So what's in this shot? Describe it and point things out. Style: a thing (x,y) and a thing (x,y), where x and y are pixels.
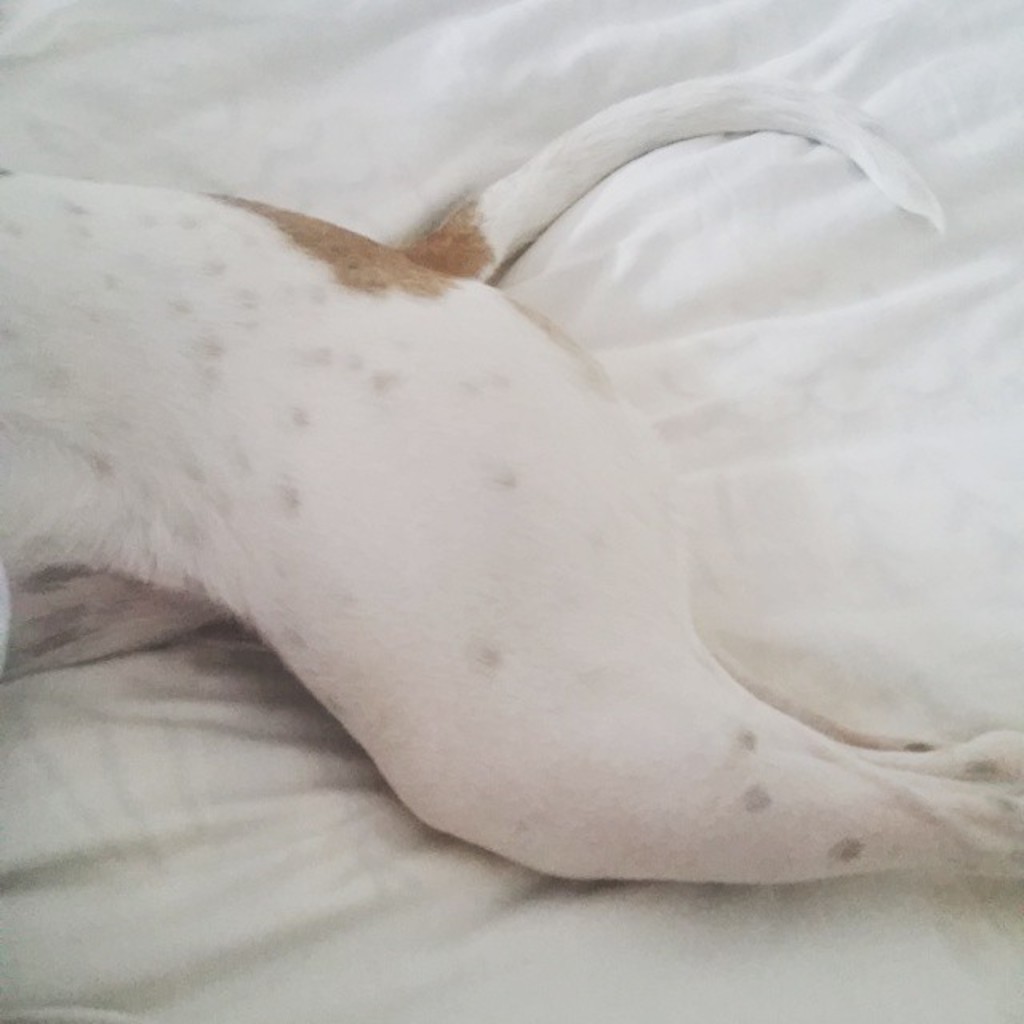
In this picture we can see an animal (182,376) on the white cloth (231,892).
